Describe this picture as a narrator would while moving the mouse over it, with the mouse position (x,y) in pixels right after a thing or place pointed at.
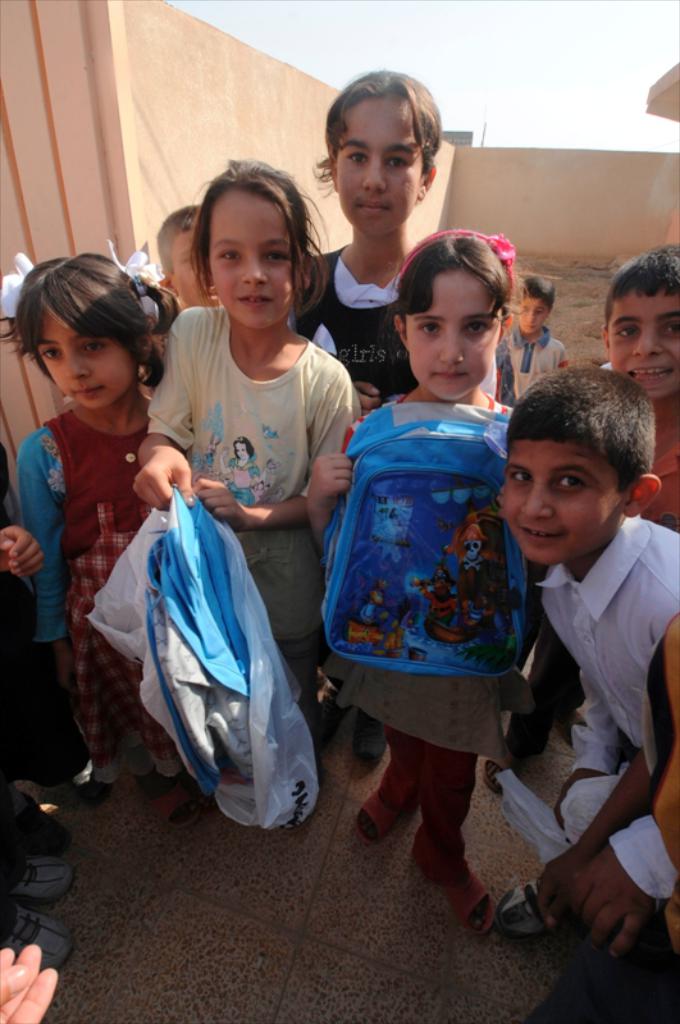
In this image, there are some kids (577,536) wearing clothes (111,460) and standing in front of the wall (211,132). There are two kids (475,242) in the middle of the image (259,467) holding bags (180,576) with their hands (152,472). There is a sky (409,35) at the top of the image (391,60).
